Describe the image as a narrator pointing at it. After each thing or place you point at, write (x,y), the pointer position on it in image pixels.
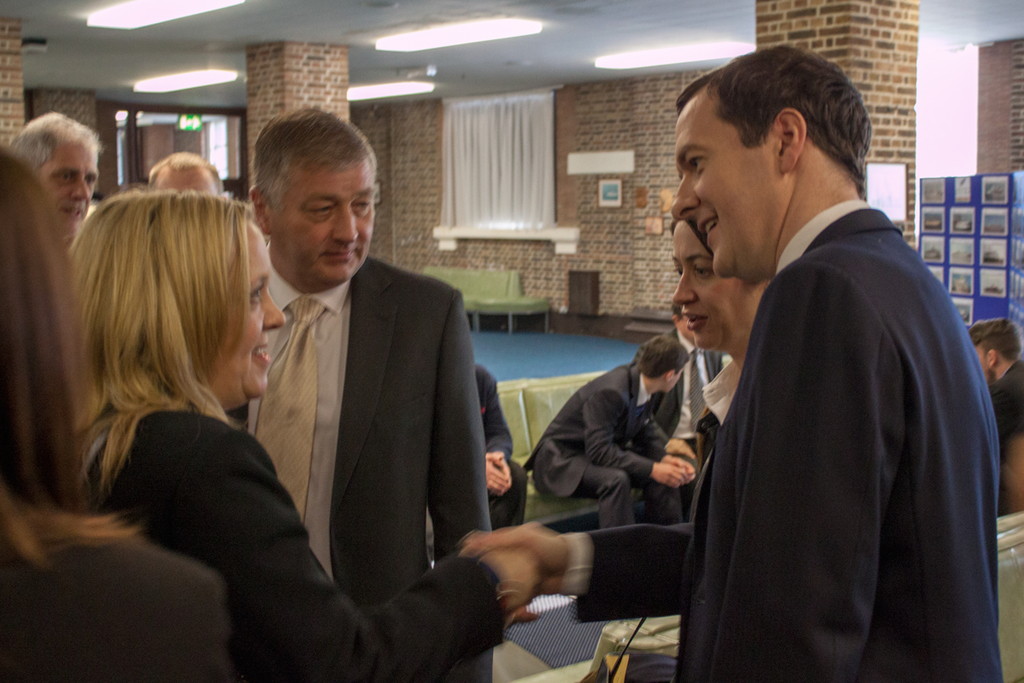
This is an inside view. Here I can see a woman (240,353) and a man (834,530) are standing, shaking their hands (510,578) and smiling by looking at each other. On the left side (66,335) there are few people (277,224) standing. In the background (637,411), I can see few people (606,424) are sitting on a couch (527,443). In the background (511,96) there are few pillars (279,96) and a curtain (447,144) is hanging to a wall (399,177). On the right side (993,214) there is a blue color board (993,238) on which few photos (993,212) are attached. At the top (441,31) there are few lights (446,38).
